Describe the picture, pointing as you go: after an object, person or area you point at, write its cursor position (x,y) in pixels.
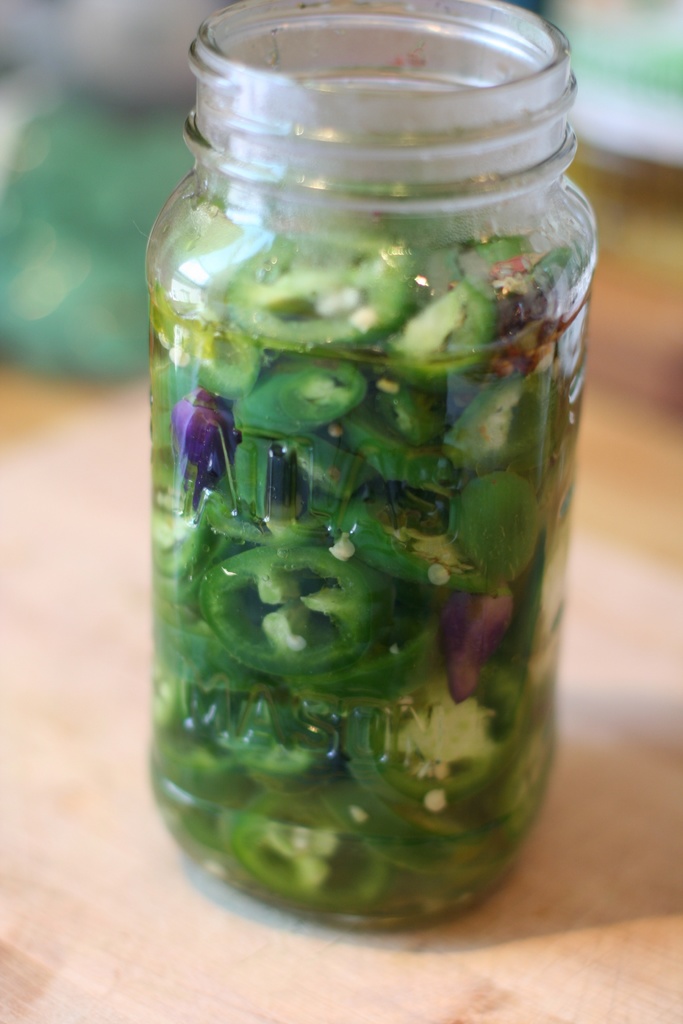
In this image we can see the capsicum slices (371,506) in a glass jar (364,218) and it is placed on the wooden surface (101,889).
